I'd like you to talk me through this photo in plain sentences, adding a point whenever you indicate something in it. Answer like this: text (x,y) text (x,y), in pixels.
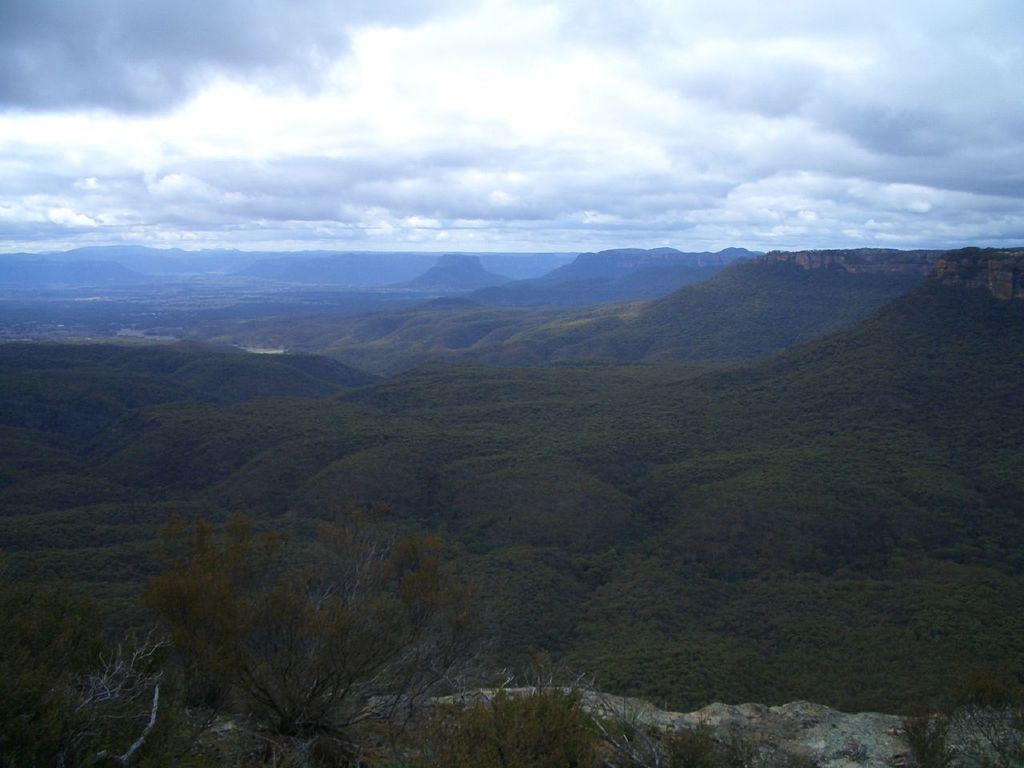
In this picture I can observe some trees (456,641). There are some hills (604,302). In the background (362,160) there is a sky (521,163) with some clouds (490,150).
